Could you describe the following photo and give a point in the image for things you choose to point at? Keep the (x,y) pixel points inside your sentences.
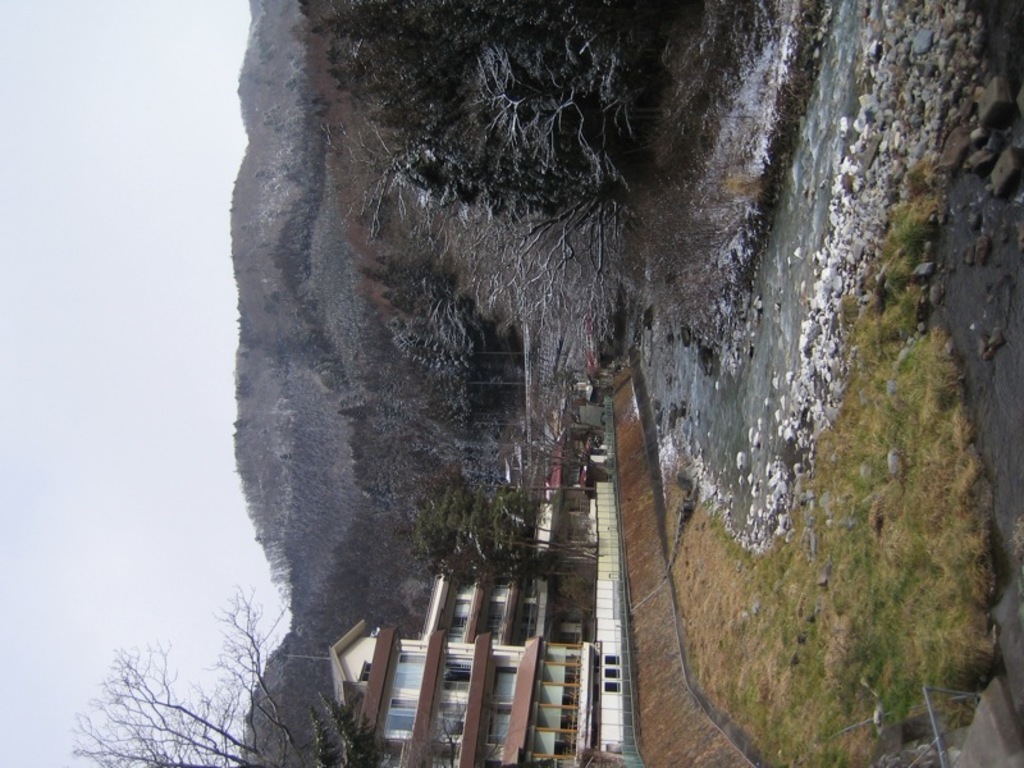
In this image in the front (827,468) there's grass (862,515) on the ground (854,522) and at the bottom (497,669) there are buildings (453,662), trees (356,737). In the background (500,119) there are trees (425,195) and mountains (298,275) and in the center (664,312) there is water (818,143).
